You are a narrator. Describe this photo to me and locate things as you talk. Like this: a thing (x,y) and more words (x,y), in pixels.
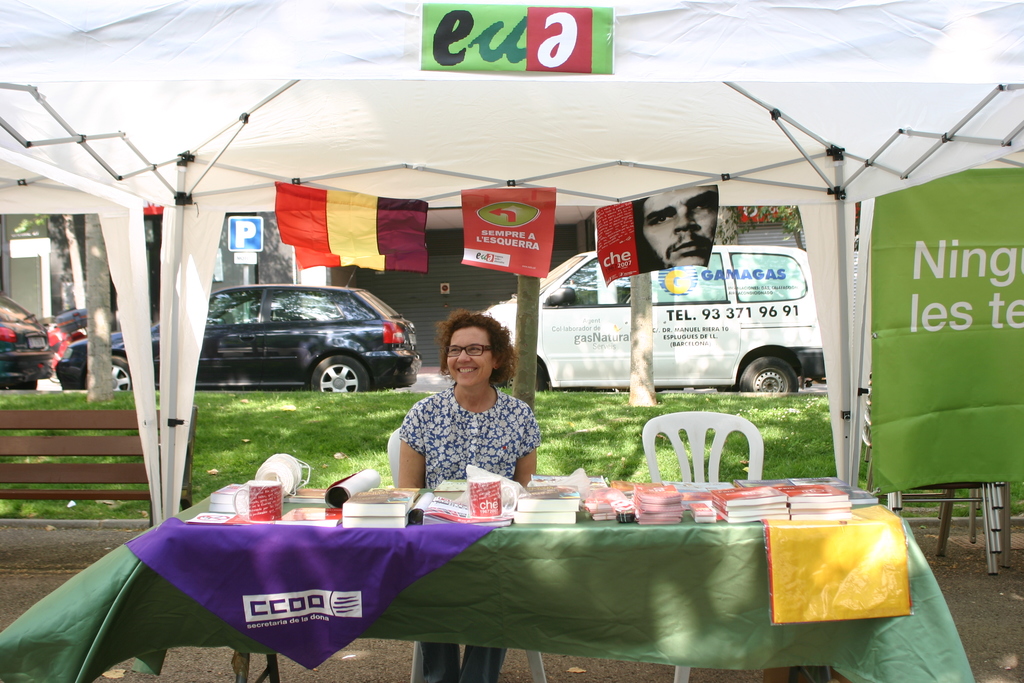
This image consists of a woman (446,454) sitting on a chair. In front of her there is a table (545,556) on which there are many books (297,520). In the background (81,366), there are cars (717,315) parked. At the top (438,9), there is a tent (273,36) in white color.
